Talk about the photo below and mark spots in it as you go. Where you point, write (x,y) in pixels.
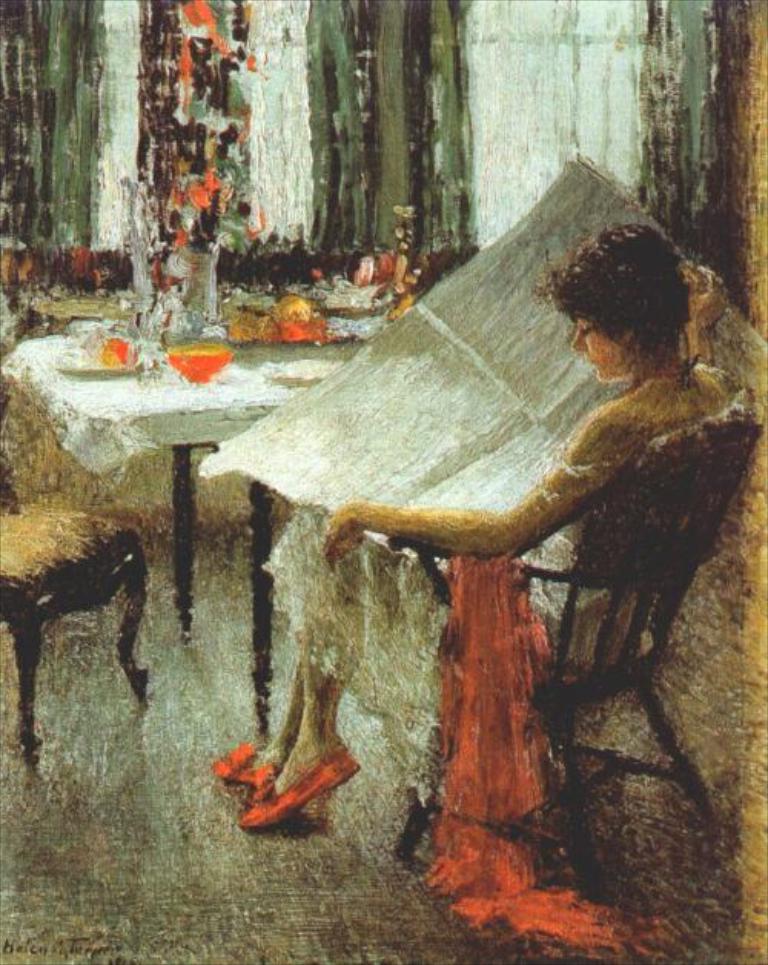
In this image we can see a painting picture (520,458) of a person (624,442) sitting on the chair (605,586) and holding paper (401,424). In front of her we can see the table (224,424), on the table (234,342) there are few objects (275,318).
